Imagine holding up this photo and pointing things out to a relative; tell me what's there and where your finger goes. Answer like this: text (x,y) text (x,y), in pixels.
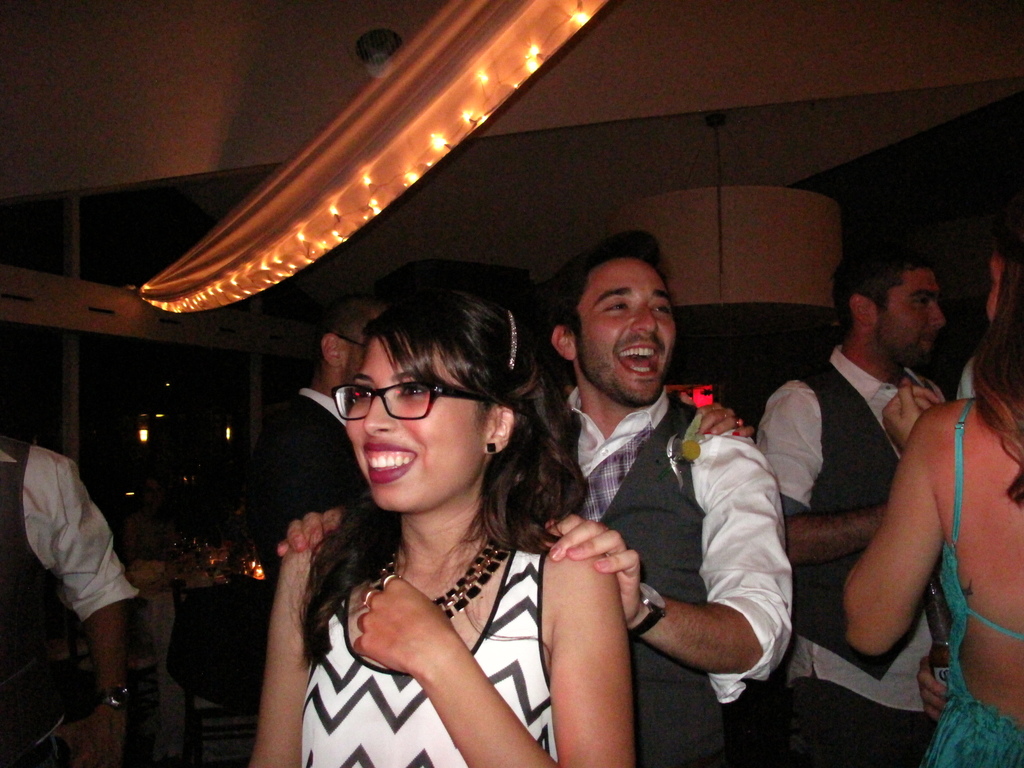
In this image we can see people (374,427) with a smiling face (433,487) and at the top (313,248) we can see the lights (408,177).
